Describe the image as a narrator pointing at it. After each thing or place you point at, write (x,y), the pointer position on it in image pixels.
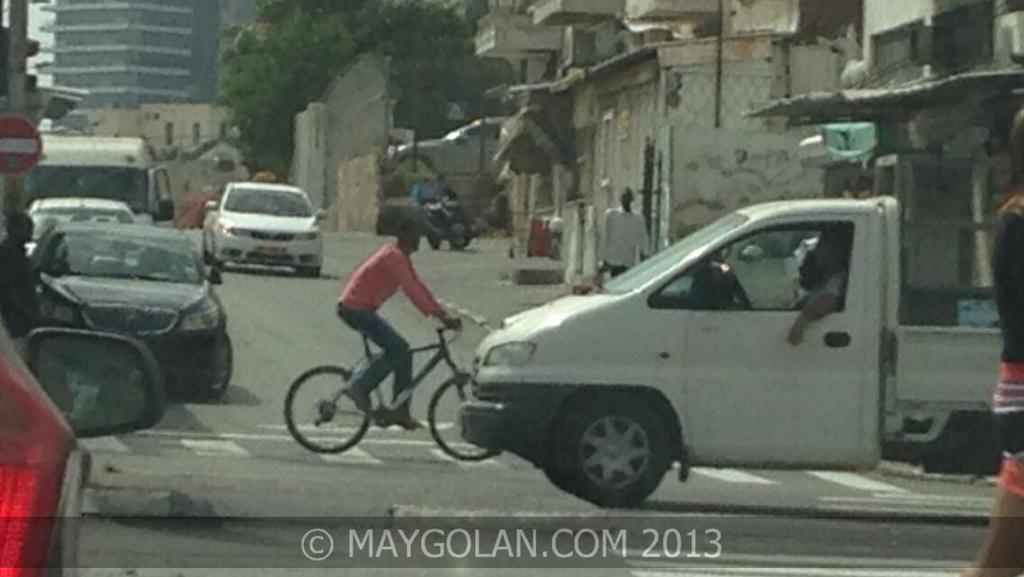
In this image, we can see few peoples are there. Few are inside the vehicle (859,421). Few are riding vehicle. In this image, so many houses (744,169), buildings (214,31) we can see. Here there is a tree (340,52) in the middle (437,291) and road (419,506).
